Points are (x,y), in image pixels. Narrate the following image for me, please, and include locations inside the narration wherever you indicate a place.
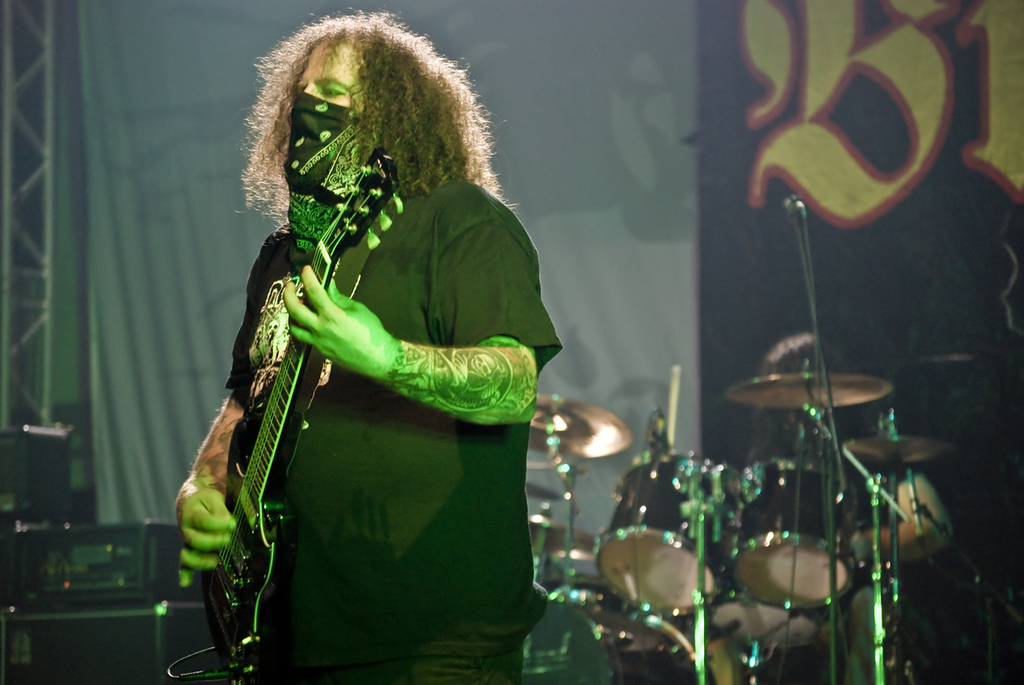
This picture we can see a Man (381,373) Standing and he is playing a guitar (257,616) back side we can see some of the musical instruments (725,535).
